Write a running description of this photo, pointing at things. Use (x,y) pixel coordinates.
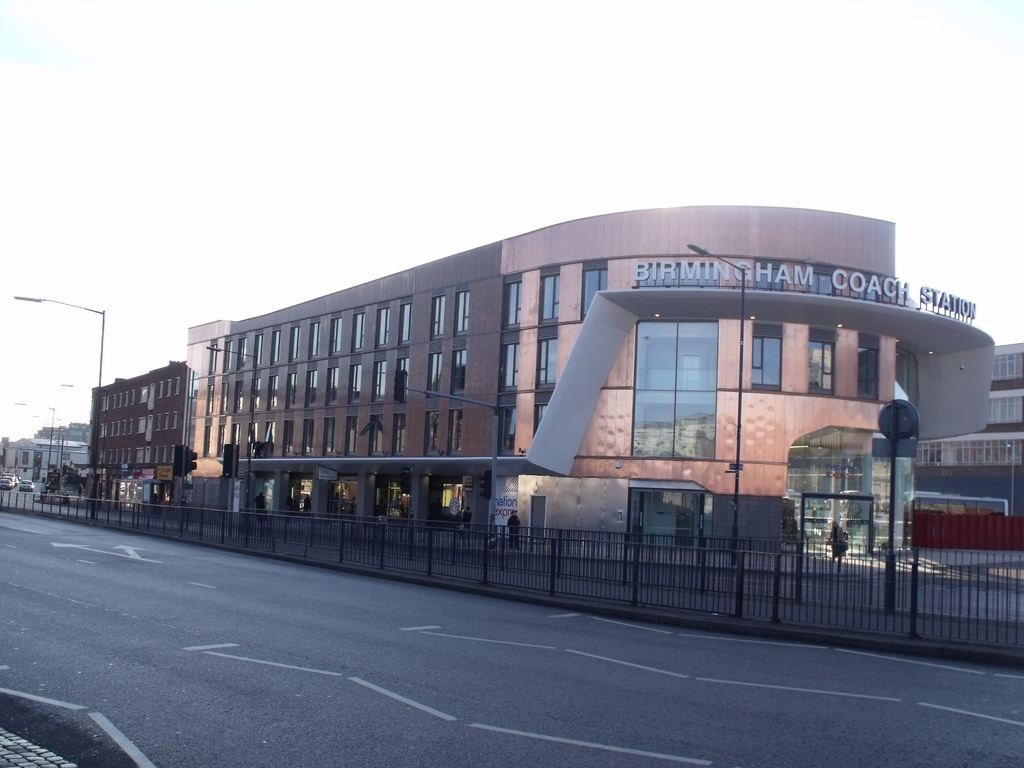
In this image we can see some persons (833,557) are standing on the ground (148,538). In the center of the image (665,415) we can see a barricade (80,506), group of buildings (776,522) with windows (697,396), some light poles (743,270). In the background (53,394), we can see vehicles (8,479) parked on the ground (21,654) and the sky (370,178).
